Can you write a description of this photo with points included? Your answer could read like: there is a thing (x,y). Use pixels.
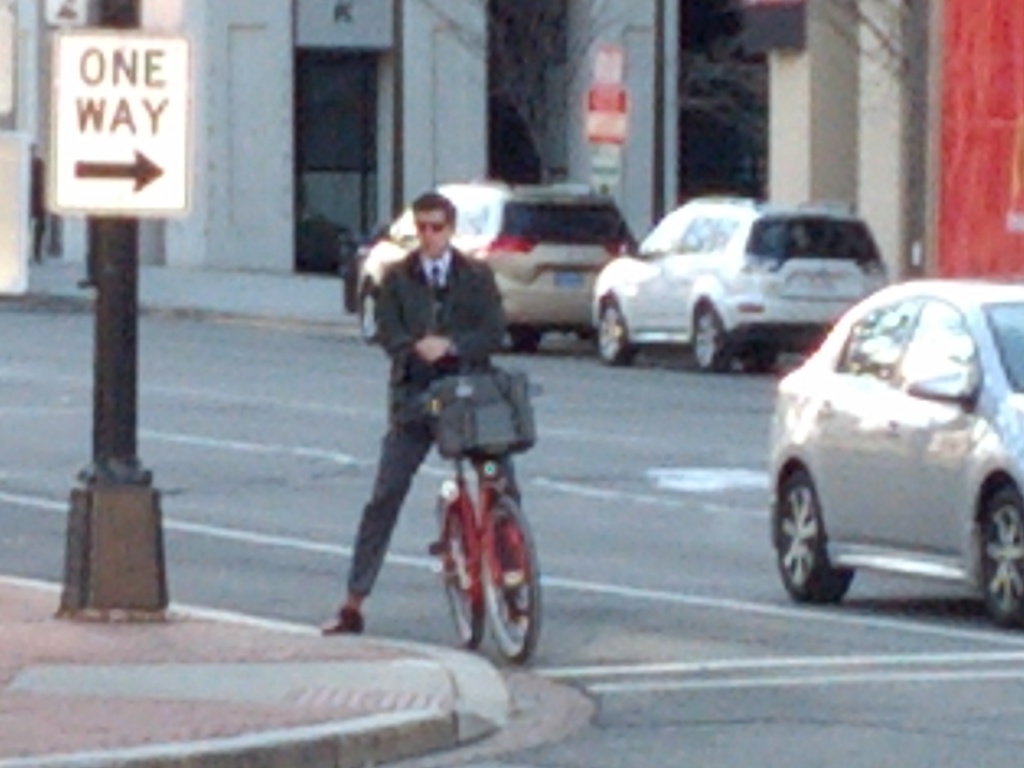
This image is taken outdoors. In this image there is a road (620,570). There are three cars (657,254) and in the middle of the image (388,483) a man (365,587) is sitting on the bicycle (502,572). In the left side of the image (125,726) there is a sidewalk (109,673) and a pole (111,270) with a sign board (96,175). In the background (432,62) there is a wall (238,165) with doors (363,156).
